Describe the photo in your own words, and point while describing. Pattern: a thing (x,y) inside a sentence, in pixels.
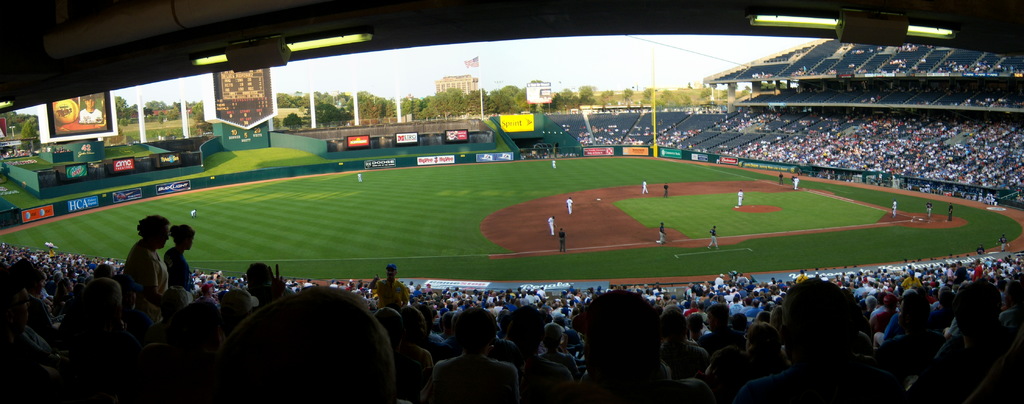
In this image there is a stadium (800,158) visible in the middle (530,182), there is a ground (611,168) on which there are few people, pole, around the ground (791,263) there is a fence (168,173), crowd (94,330), hoarding board (541,98), poles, at the top there is the building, trees (503,90), the sky (555,90) visible and there are some lights (335,27) attached to the roof (707,31) of the stadium (711,34).
